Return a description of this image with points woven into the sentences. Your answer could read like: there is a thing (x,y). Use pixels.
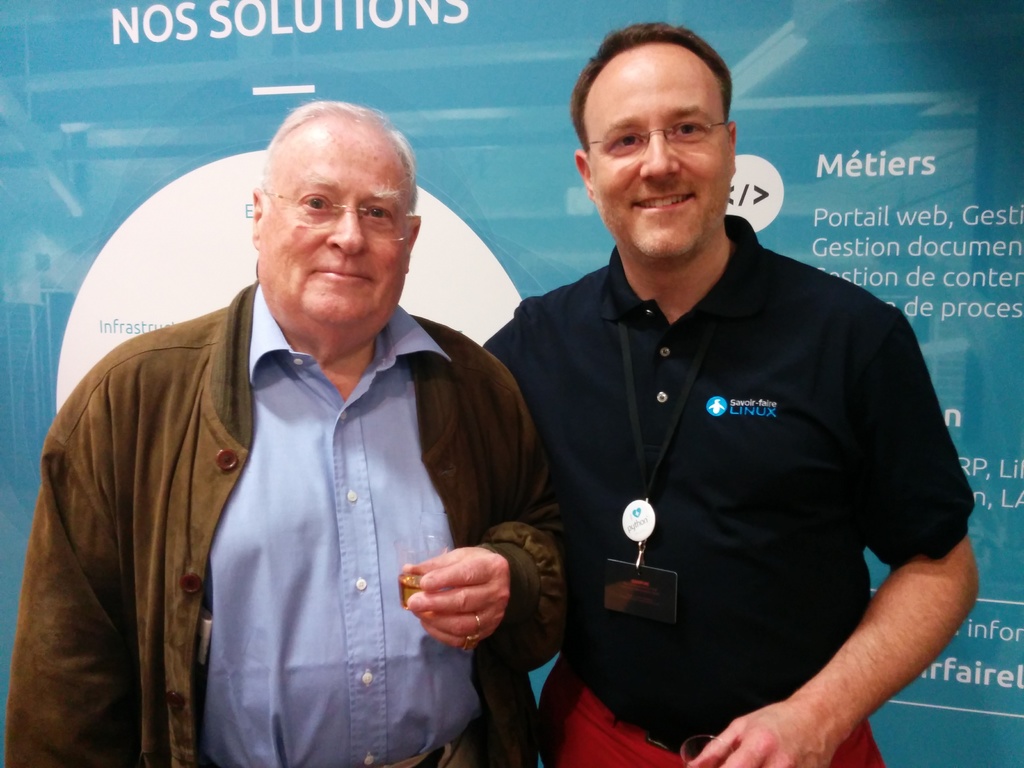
In this picture, we see two men (519,529) are standing. Both of them are smiling and both of them are wearing the spectacles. The man (334,254) on the left side (260,407) is holding a glass (402,571) containing liquid (416,581) in his hand (442,617). The man (668,176) on the right side (706,537) is also holding a glass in his hand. Behind him, we see a board (295,75) or a banner (143,100) in blue color with some text (860,253) written on it.
